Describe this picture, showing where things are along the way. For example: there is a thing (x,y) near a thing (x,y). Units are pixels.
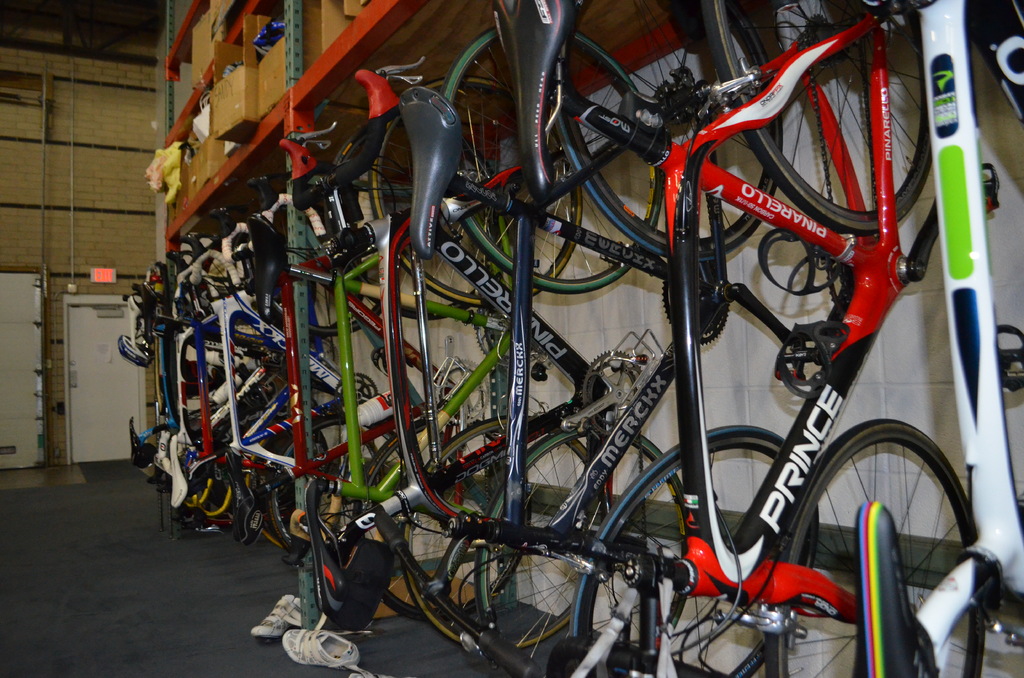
In this picture, there are bicycles (576,213) placed on the rack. Towards the left (91,350), there are two doors (130,381) to a wall (89,213). At the bottom (316,649), there are shoes (302,641).
